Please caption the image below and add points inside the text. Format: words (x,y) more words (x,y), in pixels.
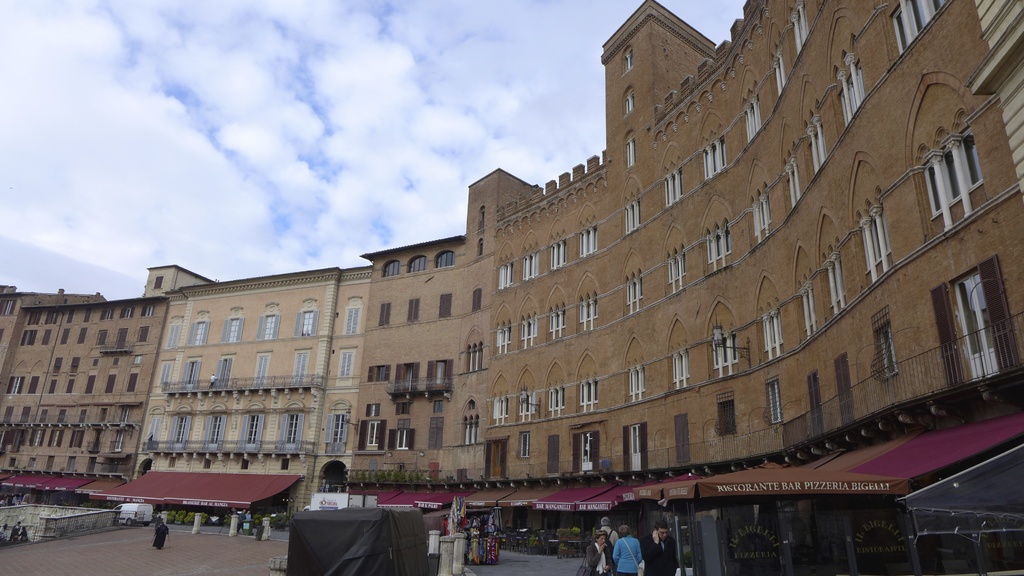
In this picture there are buildings (590,364) in the center of the image (545,369) and there are stalls (603,511) and people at the bottom side of the image (535,521), there are many windows (975,291) on the buildings (452,344).
